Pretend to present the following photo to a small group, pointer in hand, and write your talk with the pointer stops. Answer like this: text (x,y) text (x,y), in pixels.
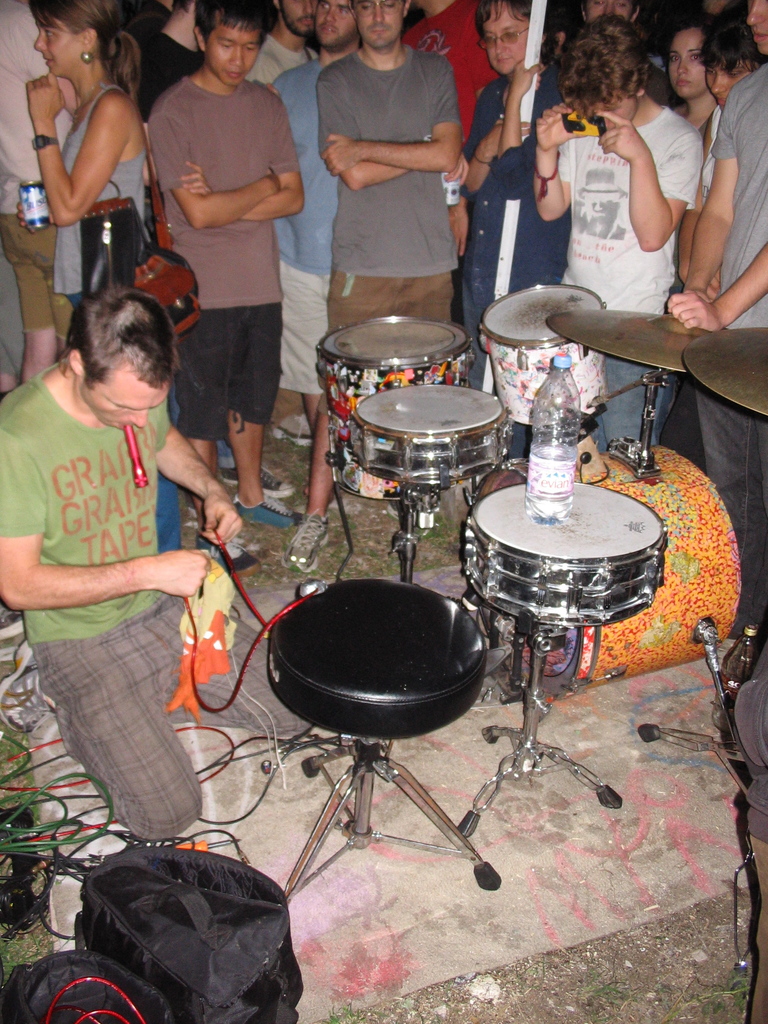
there are many people (258,306) in this image. there are drums (430,472) in the center (509,544) and a water bottle (550,452) placed on a drum (555,549). the left person (131,566) in the image is sitting on his knees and fixing the wires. people (606,161) at the back (187,390) are watching him.
